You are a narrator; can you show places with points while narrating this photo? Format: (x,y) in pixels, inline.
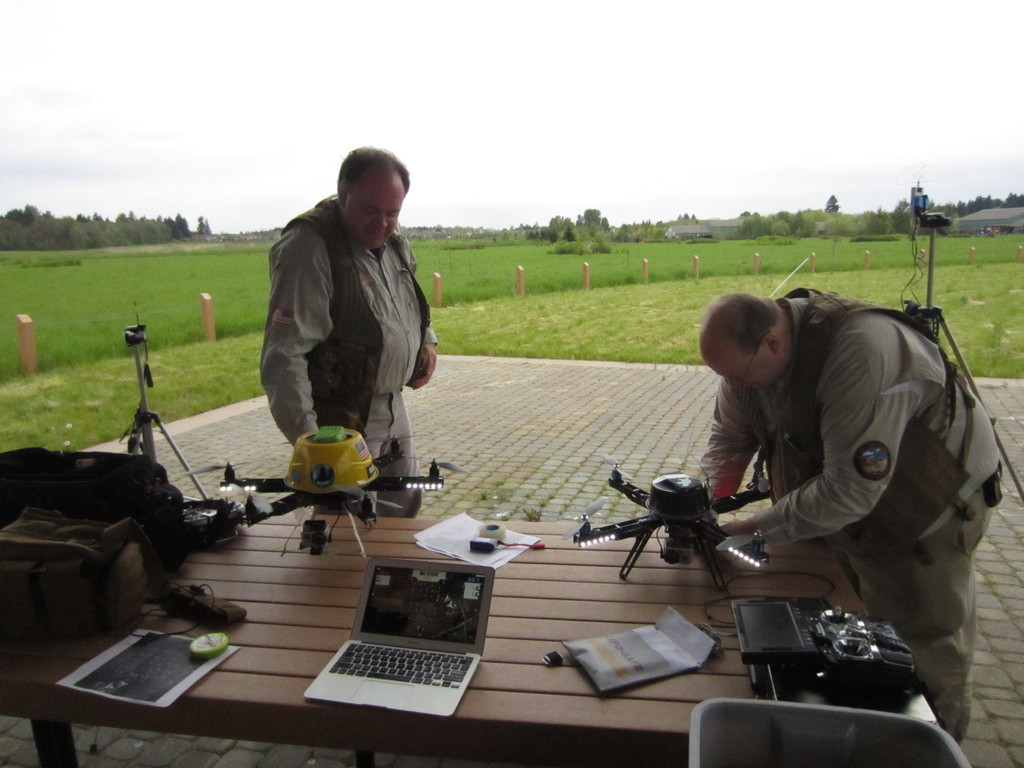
In the foreground of the picture (551,490) I can see two men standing on the floor (268,430). I can see a wooden table (358,562) on the floor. I can see a laptop (395,701), bags (102,493), papers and flying machines (294,495) on the table (608,563). In the background (63,239), I can see the farming fields (721,242), sheds (1002,221) and trees (70,222).
